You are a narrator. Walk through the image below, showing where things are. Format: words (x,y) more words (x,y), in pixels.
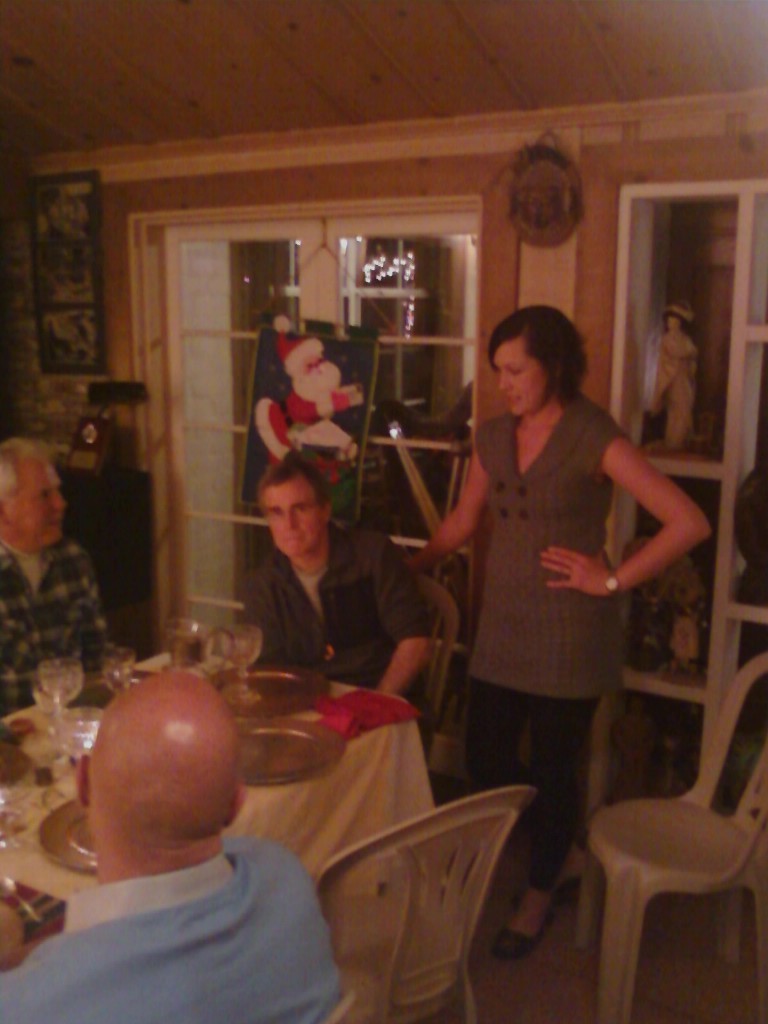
There are four people (529,639) in a room (471,319). The three persons (213,719) are sitting in a chair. On the right side (546,506) we have a woman (546,399) she is standing. We can see the background (742,406) there is a cupboard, photo art (78,205).
